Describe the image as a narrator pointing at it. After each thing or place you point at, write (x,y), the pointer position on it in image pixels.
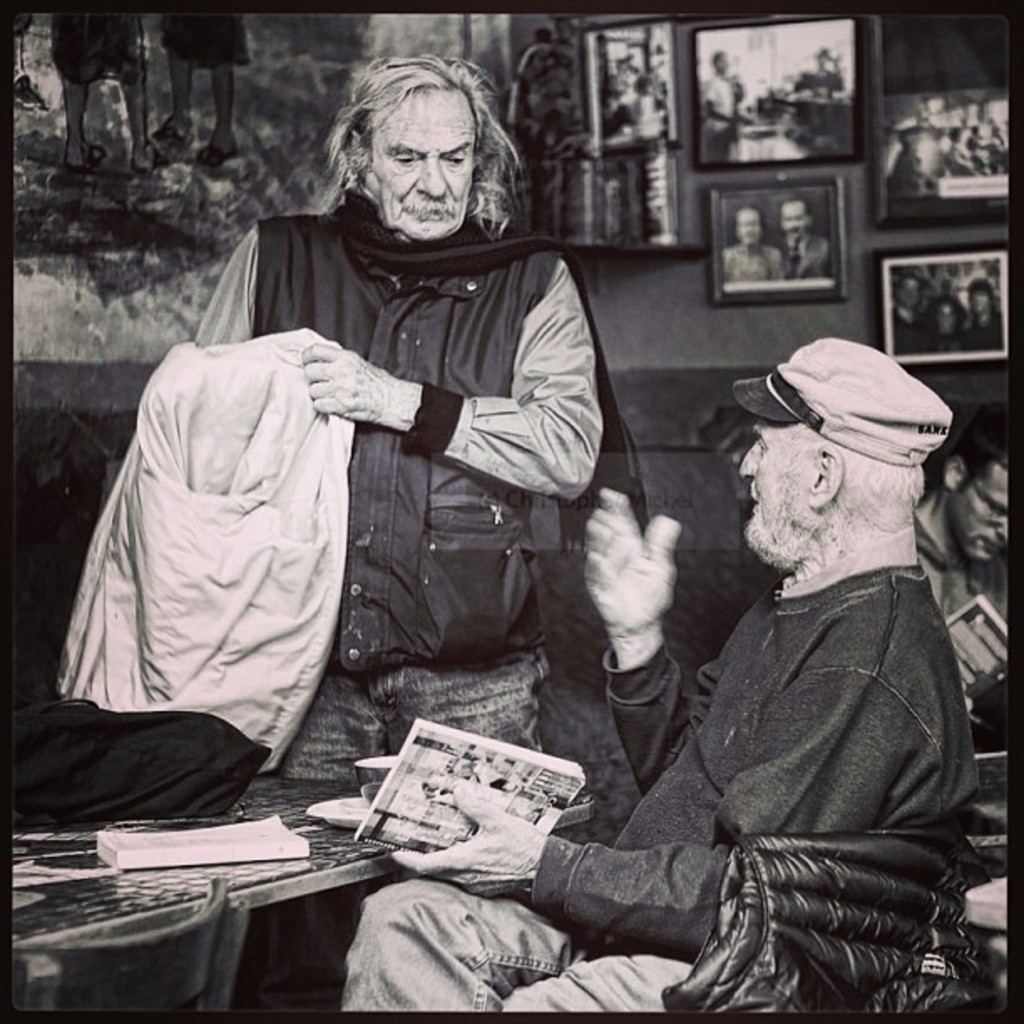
A person (456,409) is standing another person (735,740) is sitting, here there are books (406,842) and photo frames (803,185) on the wall (856,182).
